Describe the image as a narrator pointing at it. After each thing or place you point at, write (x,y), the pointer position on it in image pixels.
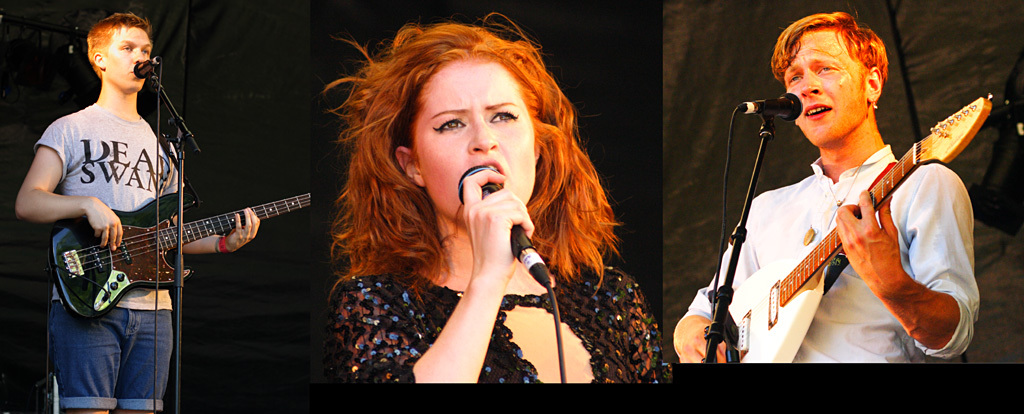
The person (132,174) in the left corner (132,201) is playing guitar (167,212) and singing in front of a mic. The women (512,212) in the middle (518,232) is singing in front of a mic (536,257) and the person (831,202) in the right corner (855,202) is playing guitar (800,275) and singing in front of a mic (790,114).
